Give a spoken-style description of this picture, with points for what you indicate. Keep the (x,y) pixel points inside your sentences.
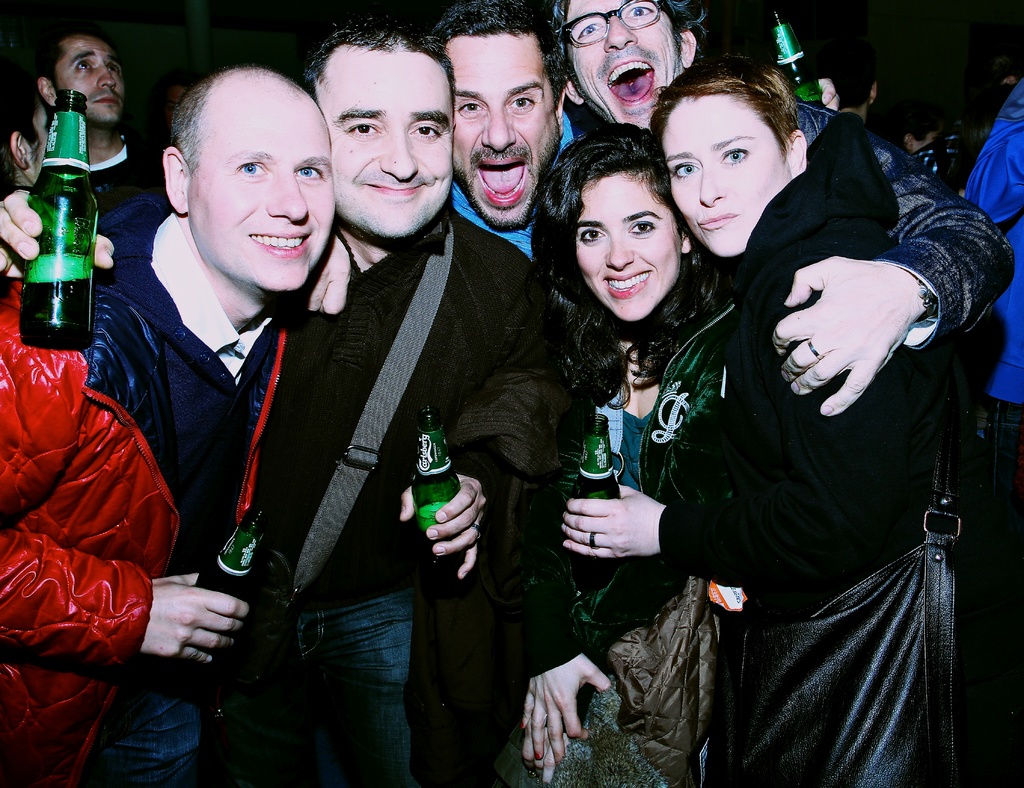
A group of people (451,344) are standing, smiling and holding beer bottle (419,533) in their hands (214,613). Behind them there are few more people (939,135).
